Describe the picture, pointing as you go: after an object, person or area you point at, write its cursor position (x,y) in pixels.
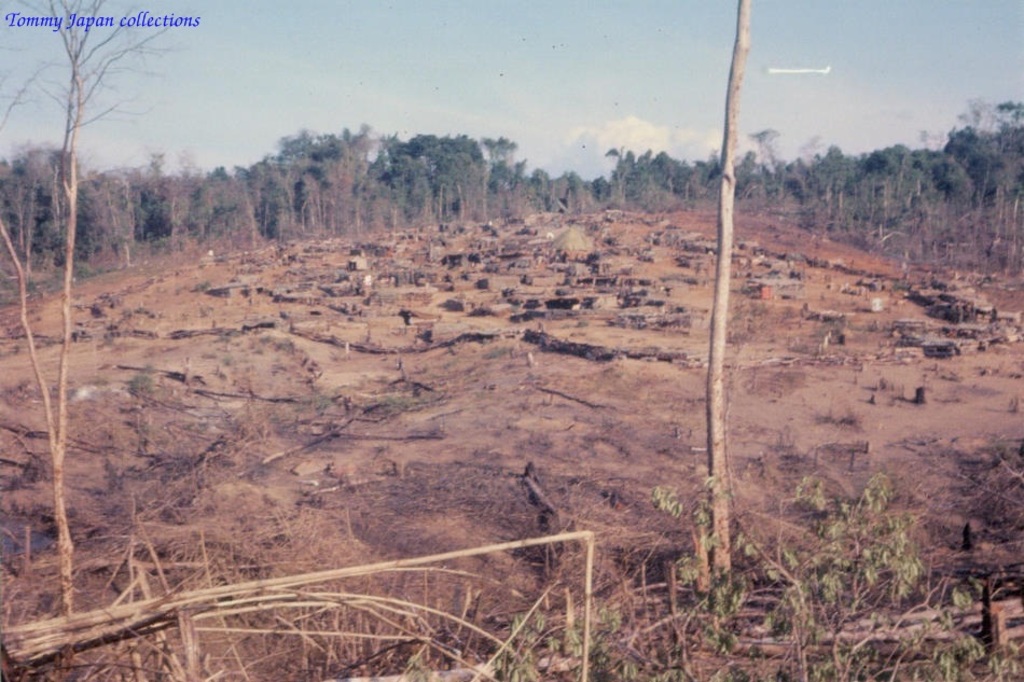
In the foreground of the picture (689,482) I can see the plants (870,542). There is a deciduous tree (71,149) on the left side (37,365). In the background (453,166), I can see the trees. I can see the logs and stumps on the land (612,390) in the middle of the picture (680,230). There are clouds (665,143) in the sky (579,116).
